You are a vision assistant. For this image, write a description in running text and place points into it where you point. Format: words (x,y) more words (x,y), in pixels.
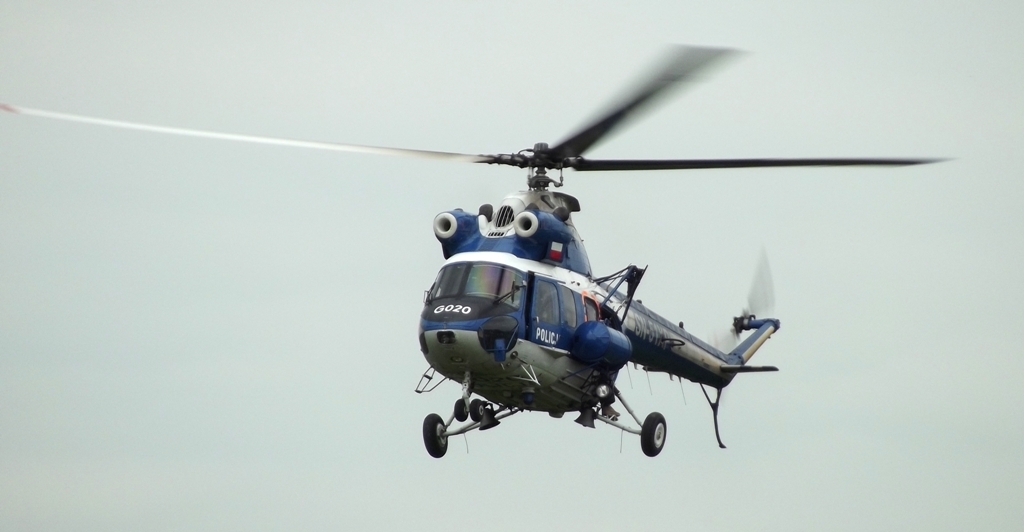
In this picture we can see a helicopter (523,327) in the sky (4,425).
